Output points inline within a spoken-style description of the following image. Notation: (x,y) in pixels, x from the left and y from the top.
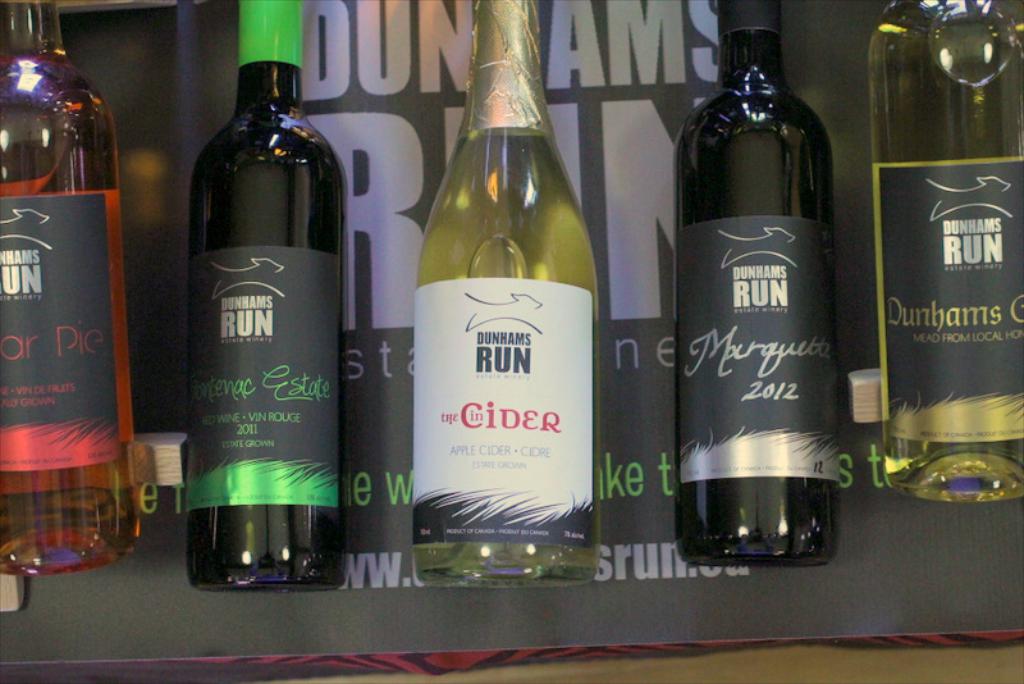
There are five bottles (514,274) in the image. In the background (636,234) there is a board (637,282).
